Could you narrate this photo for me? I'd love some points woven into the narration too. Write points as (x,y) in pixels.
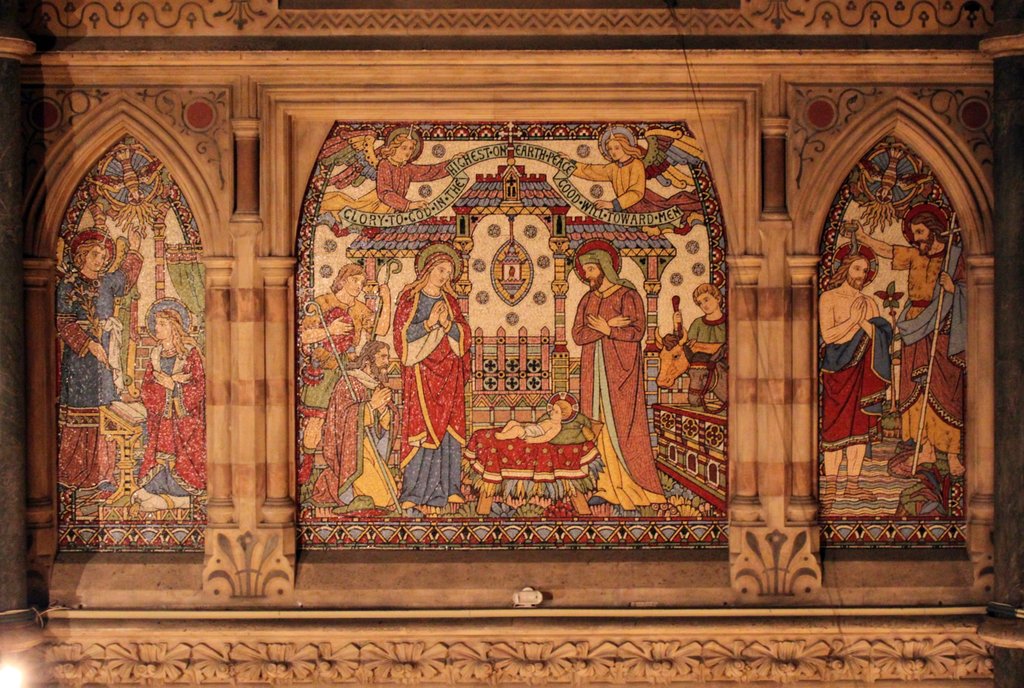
In the image there is painting (429,321) of few people (382,358) standing around a baby (523,439) on the wall (570,11) with carvings (233,654) on it.
